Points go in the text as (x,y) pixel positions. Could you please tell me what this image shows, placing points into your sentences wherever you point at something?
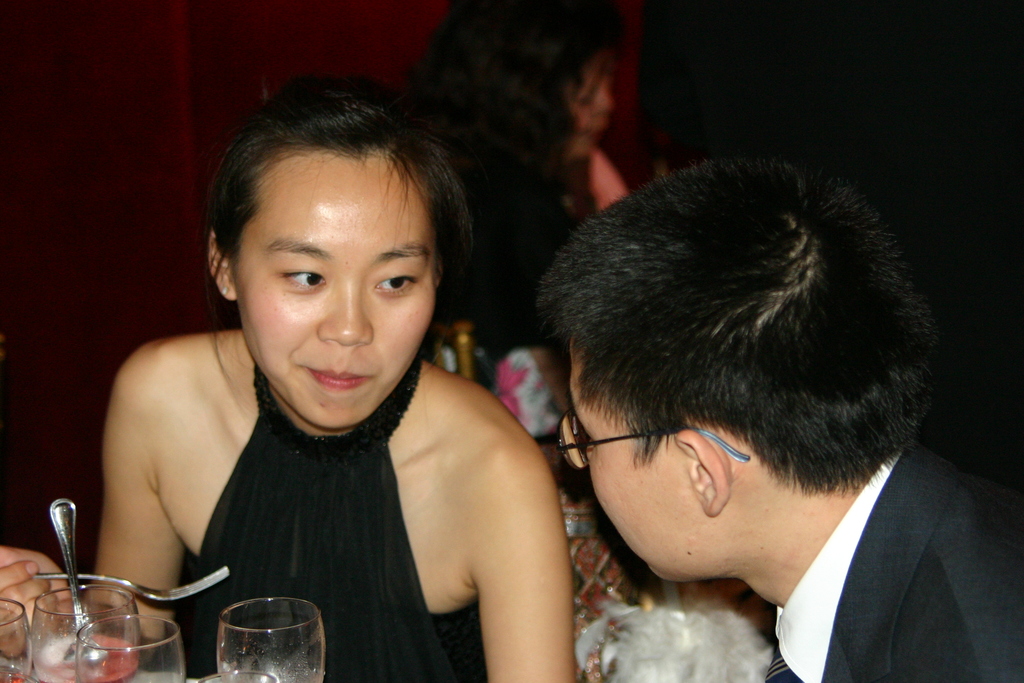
There are two persons (550,486) sitting and there are glasses (141,624) in front of them and there is a person (520,123) in the background (562,97).
